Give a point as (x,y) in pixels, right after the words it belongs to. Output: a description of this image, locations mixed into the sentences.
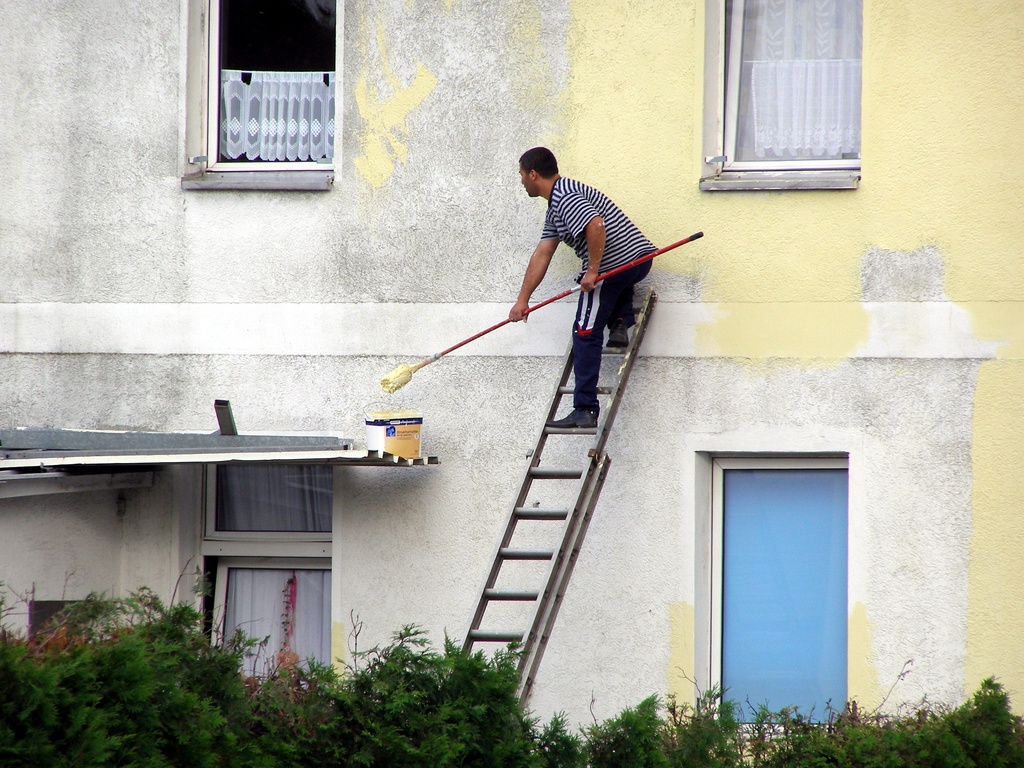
In this image we can see a man (601,237) on the ladder (508,632) and holding a broomstick (460,343) in his hands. In the background (695,123) we can see building (724,167), windows (275,489), curtains (279,505), bucket (402,426) and trees (395,685).
